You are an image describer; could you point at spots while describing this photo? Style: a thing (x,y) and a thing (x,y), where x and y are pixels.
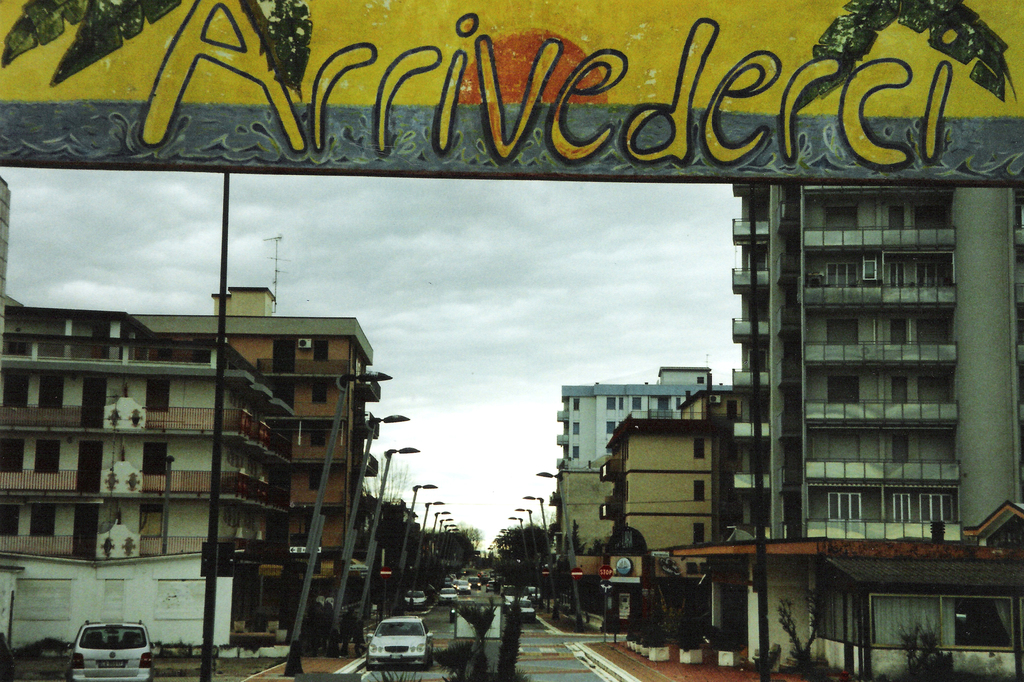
In this picture I can see vehicles (377,664) on the road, there are poles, lights (549,478), boards (494,632), there are buildings (976,657), there are trees (457,653), and in the background (387,278) there is the sky (487,284).
